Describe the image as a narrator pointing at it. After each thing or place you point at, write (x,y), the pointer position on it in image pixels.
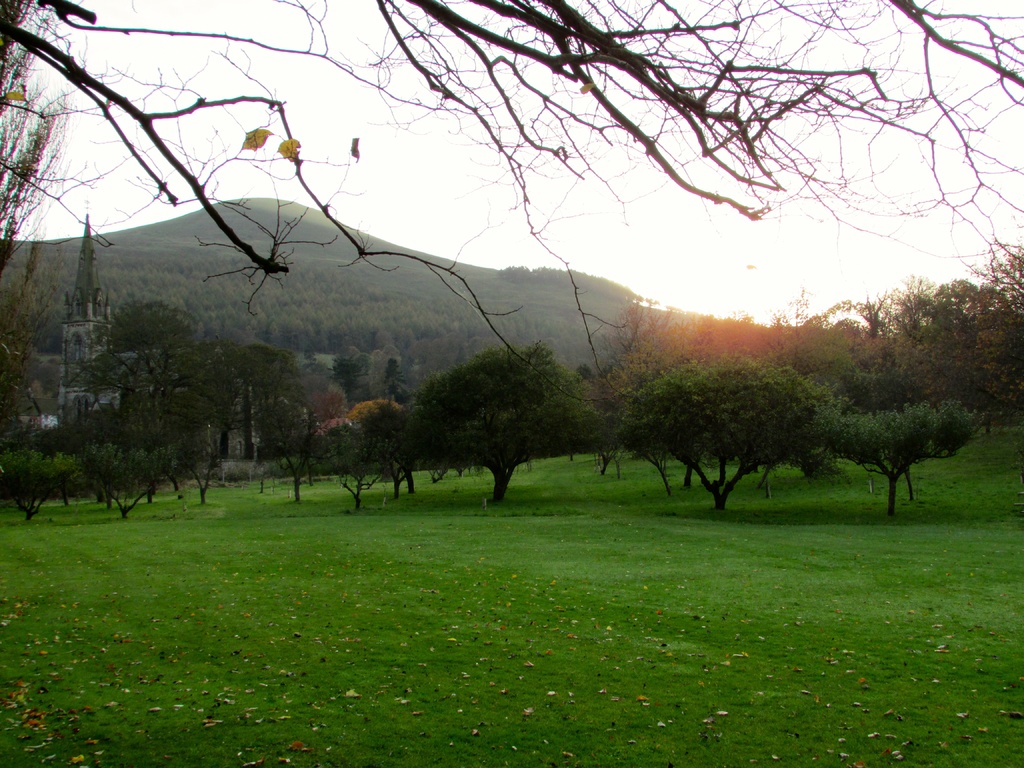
In the picture we can see some grass surface (184,705) and far from it, we can see some trees (359,487) and behind it also we can see the hills (445,285) and trees (151,289) on it and in the background (574,187) we can see a sky (439,203).
